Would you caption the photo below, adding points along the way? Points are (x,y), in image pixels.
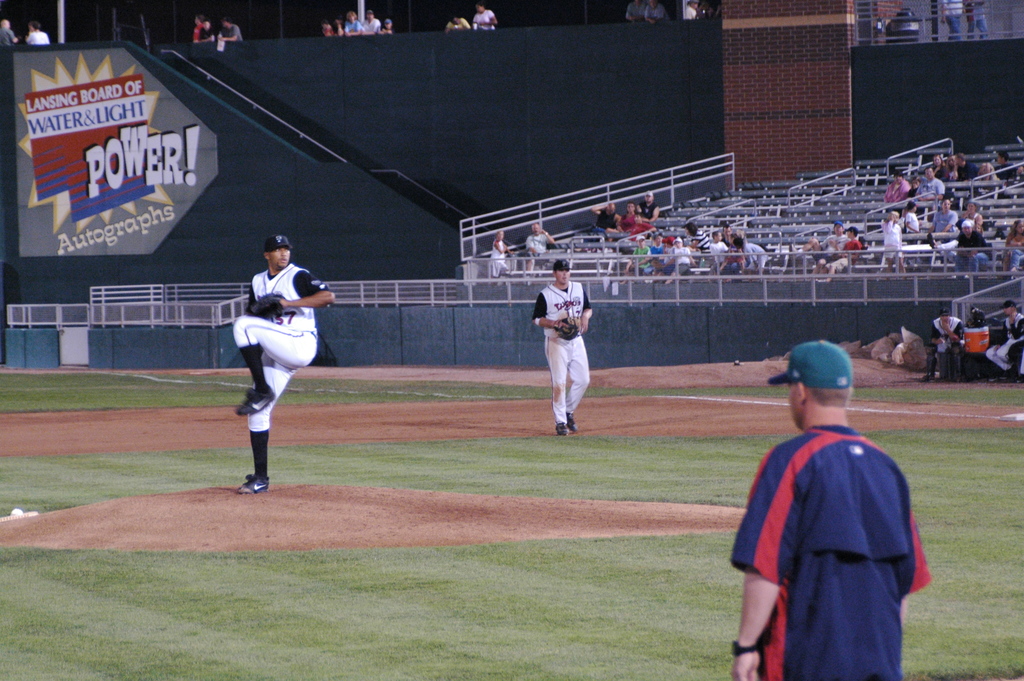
In the image in the center (571,410) we can see three persons (863,456) were standing and holding some objects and they were wearing caps (841,373). In the background (395,155) we can see fence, banner (96,76), wall (764,113), few people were standing and few people (1000,376) were sitting.
